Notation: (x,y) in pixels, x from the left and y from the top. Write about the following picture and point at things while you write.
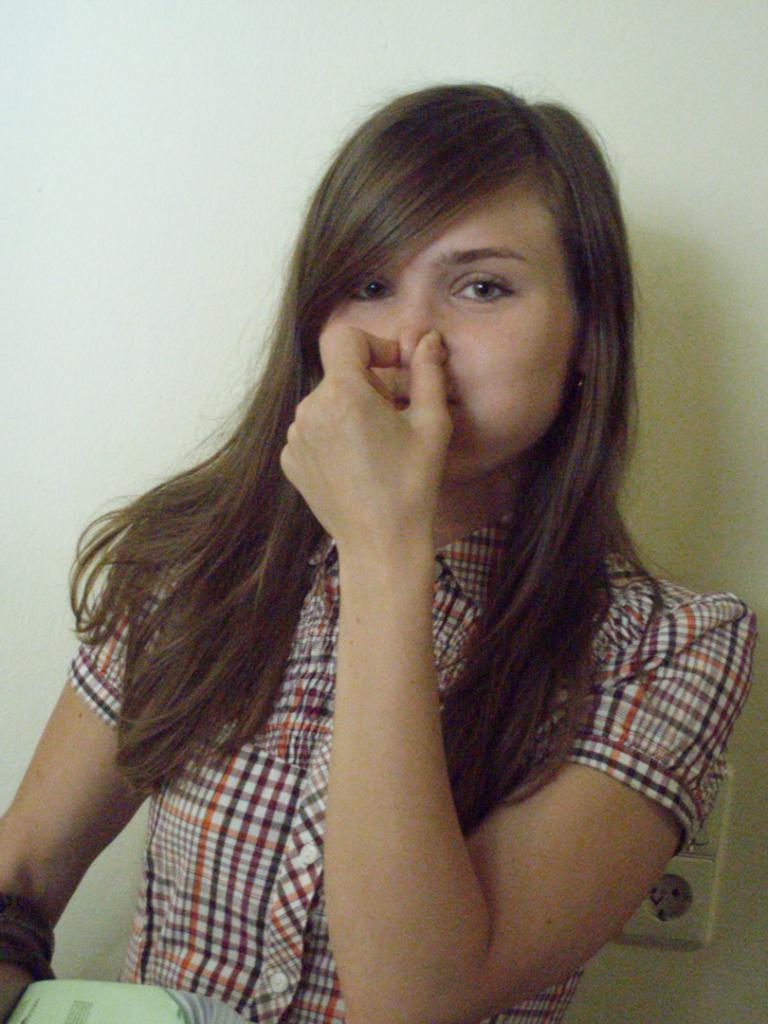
In the image there is a woman (314,676) she is closing her nose (429,289) with her two fingers (433,382) and behind the woman (353,358) there is a wall (93,514).
